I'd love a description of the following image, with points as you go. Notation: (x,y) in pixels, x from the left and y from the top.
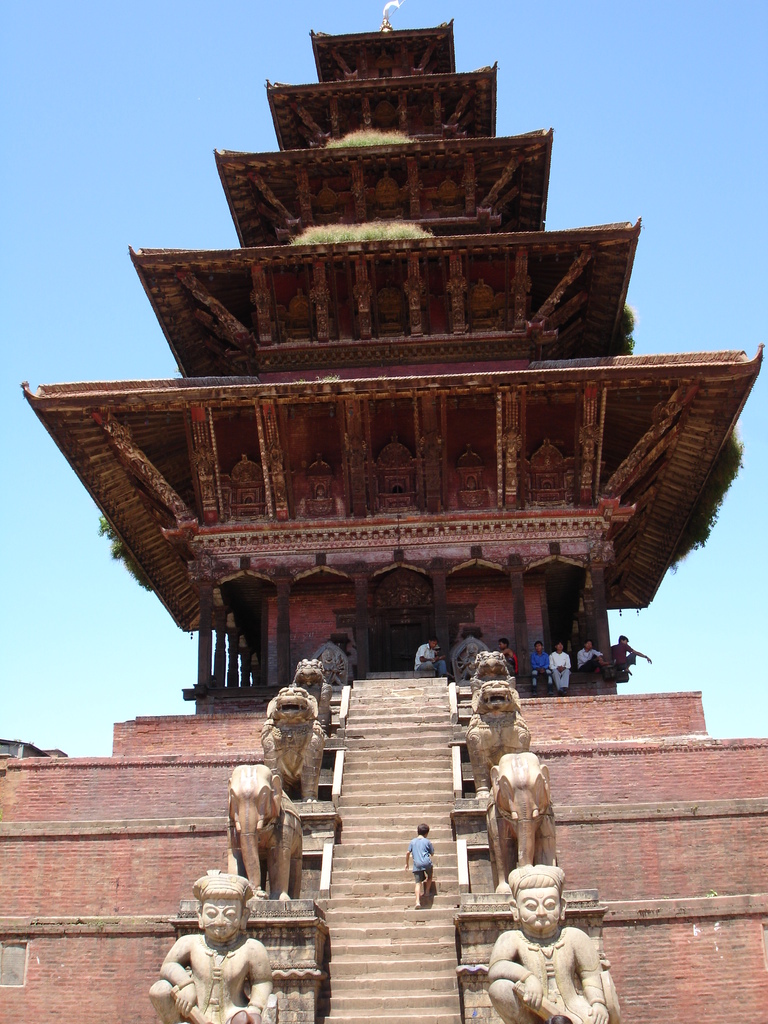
In this image, we can see a temple (478,504), pillars (360,642), plants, sculptures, stairs (391,877) and wall (165,868). Here we can see few people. Background (90,14) there is a sky (60,36).
